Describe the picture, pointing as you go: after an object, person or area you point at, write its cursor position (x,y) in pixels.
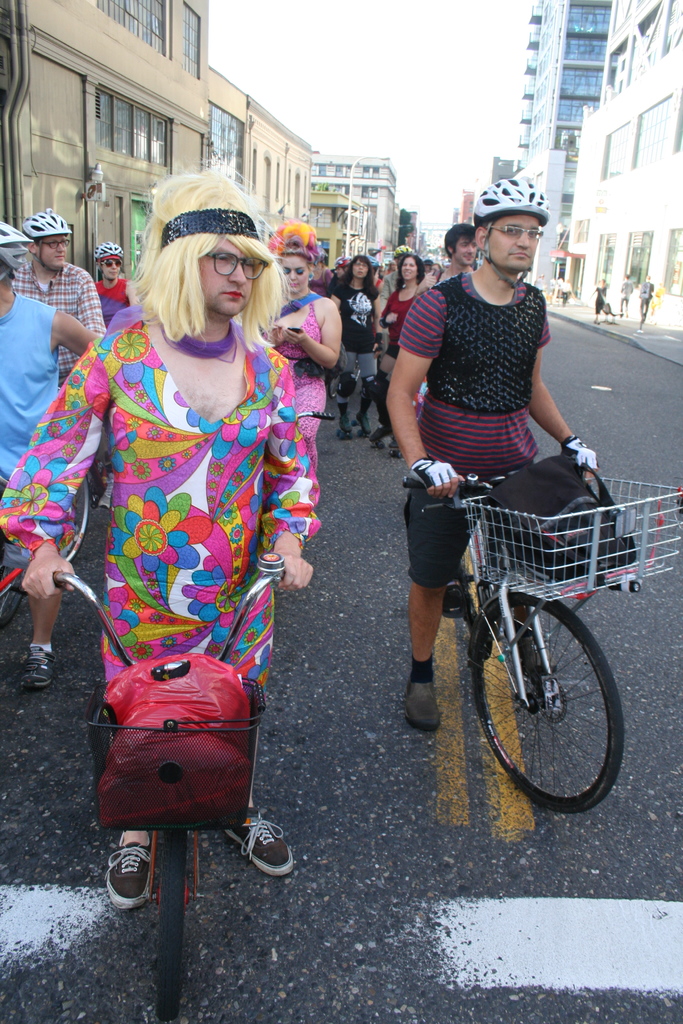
In this picture there are a group of people (152,646) riding a bicycle (475,531) and there are some buildings (580,49) in the background (571,41).
